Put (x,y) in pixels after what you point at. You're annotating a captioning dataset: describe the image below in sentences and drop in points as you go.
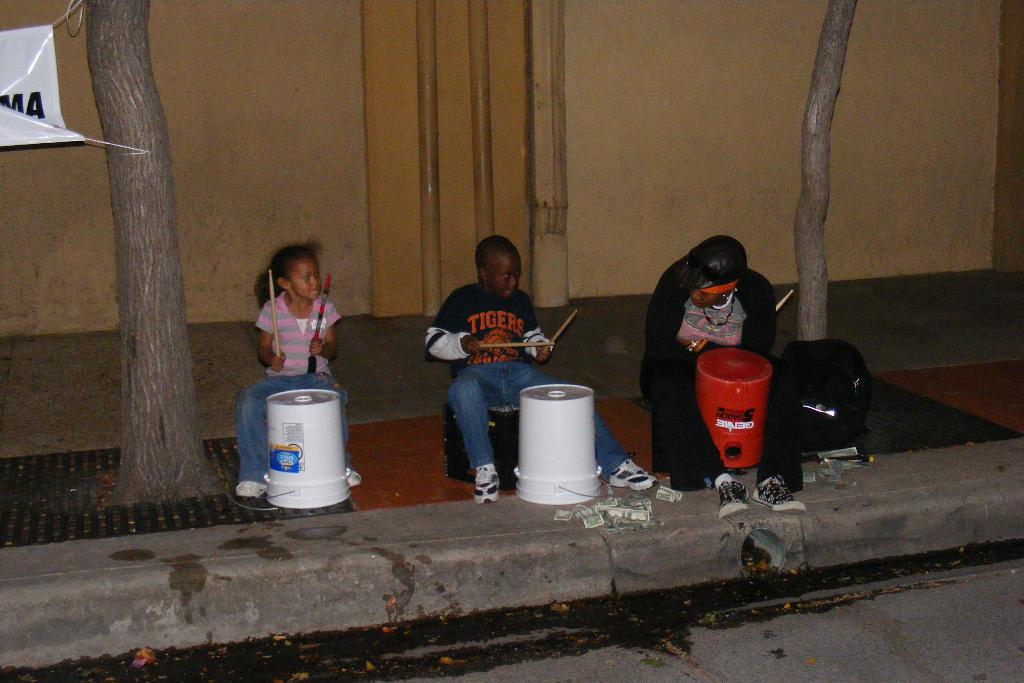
There are three people (316,349) sitting. These are the buckets (575,430), which are in front of the people (701,421). They are holding the drumsticks (318,337) in their hands (541,349). I can see the tree trunks (184,417). This looks like a building wall (717,53). I can see the money (619,508) lying on the ground (505,536). On the left side of the image (39,87), this looks like a banner (34,57), which is tied to a tree trunk (119,124). I think these are the pipes (422,170), which are attached to the building wall (653,71).
